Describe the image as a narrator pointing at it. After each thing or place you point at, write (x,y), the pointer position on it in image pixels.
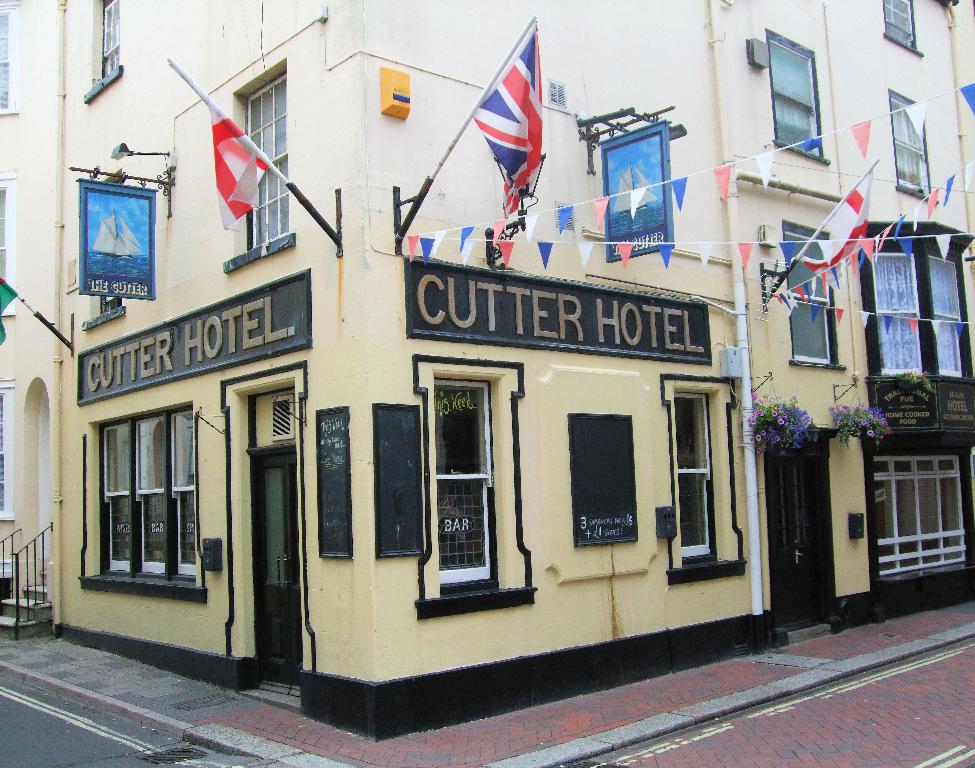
This is a building (357,115). Here we can see boards (265,314), flags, hoardings (956,413), plants (850,420), and windows (141,573).
